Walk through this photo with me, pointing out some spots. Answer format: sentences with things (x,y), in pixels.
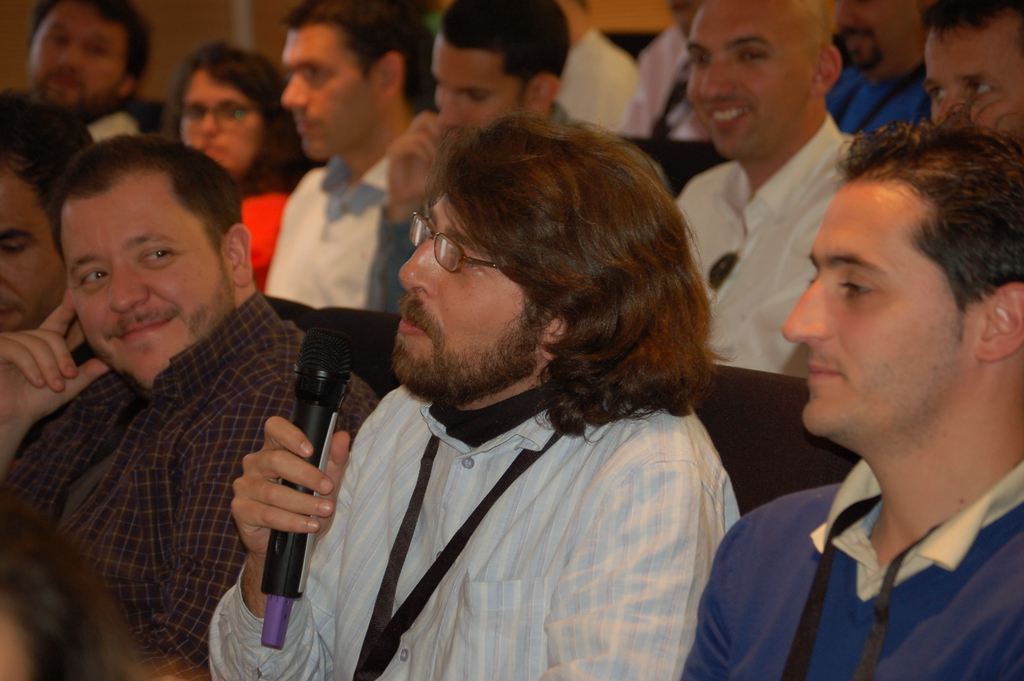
The image consists of many persons (450,522). In the front (506,595), the man (499,536) is wearing a white shirt (383,503) and holding a mic (280,554) and talking. To the left (110,495), the man (108,453) is laughing. To the right (878,586), the man (878,586) is wearing blue shirt (854,603).
